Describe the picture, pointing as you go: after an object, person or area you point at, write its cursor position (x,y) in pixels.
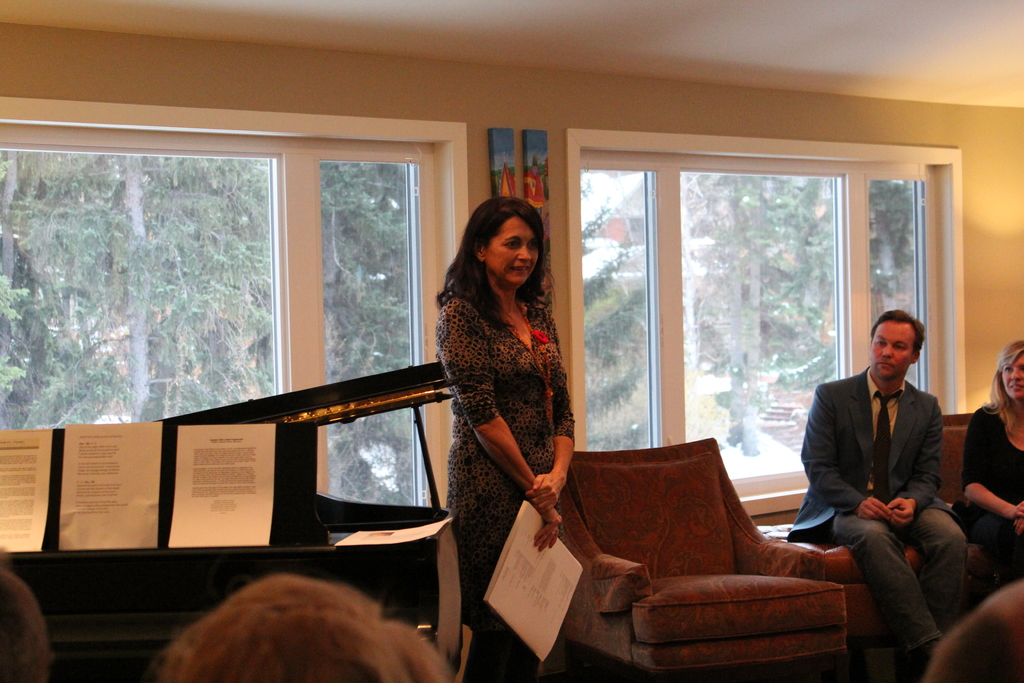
In the middle of the image (531,290) a woman (572,414) is standing and holding a book (518,545). Bottom right side of the image (1000,468) there is a chair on the chair (976,551) there are two persons (908,336) are sitting. Behind them there is a glass window (836,193). Through the glass window (744,219) we can see some trees (103,189). Bottom left side of the image (73,620) there is a piano (361,555) and there are two persons (1,657) sitting. Top of the image (836,37) there is a roof (67,26).
